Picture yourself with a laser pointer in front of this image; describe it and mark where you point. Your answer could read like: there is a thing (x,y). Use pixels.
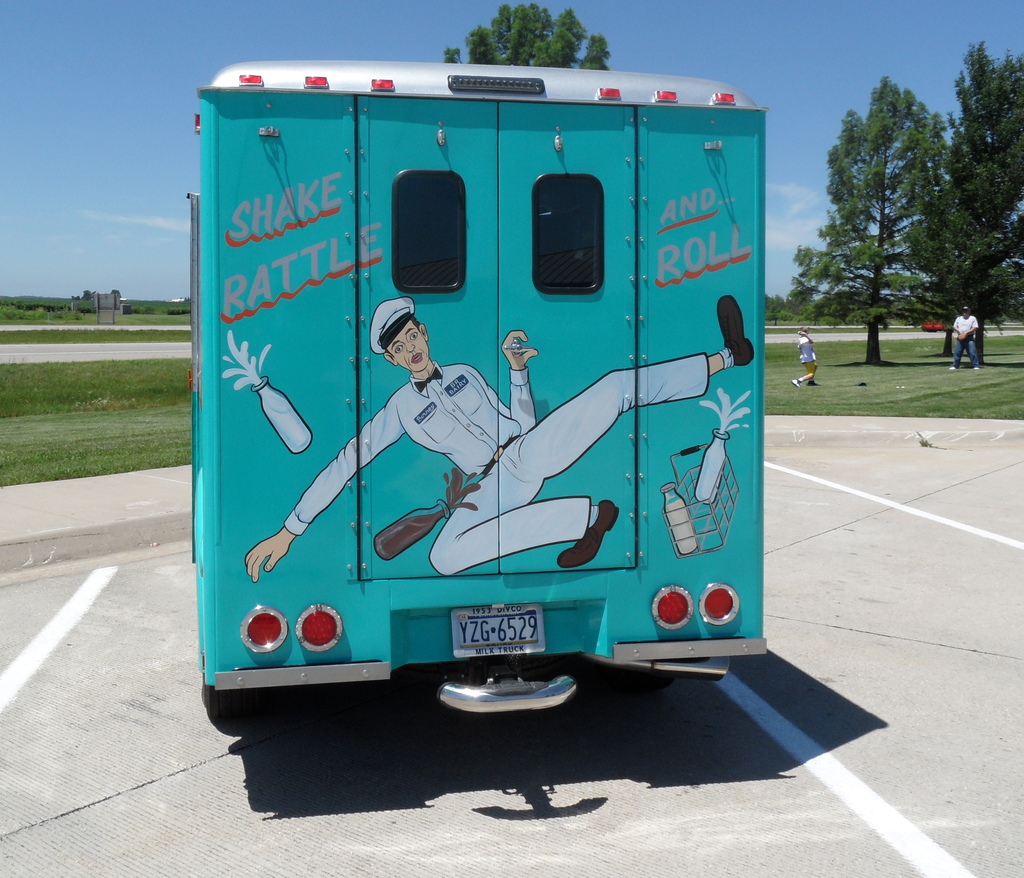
In this picture we can see a vehicle (585,628) in the front (585,634), there is a painting of a person (457,452) on the vehicle (512,450), there are two persons (973,340) and grass (919,399) in the middle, in the background (993,168) we can see trees (979,195), we can see the sky (768,42) at the top of the picture (799,37).
